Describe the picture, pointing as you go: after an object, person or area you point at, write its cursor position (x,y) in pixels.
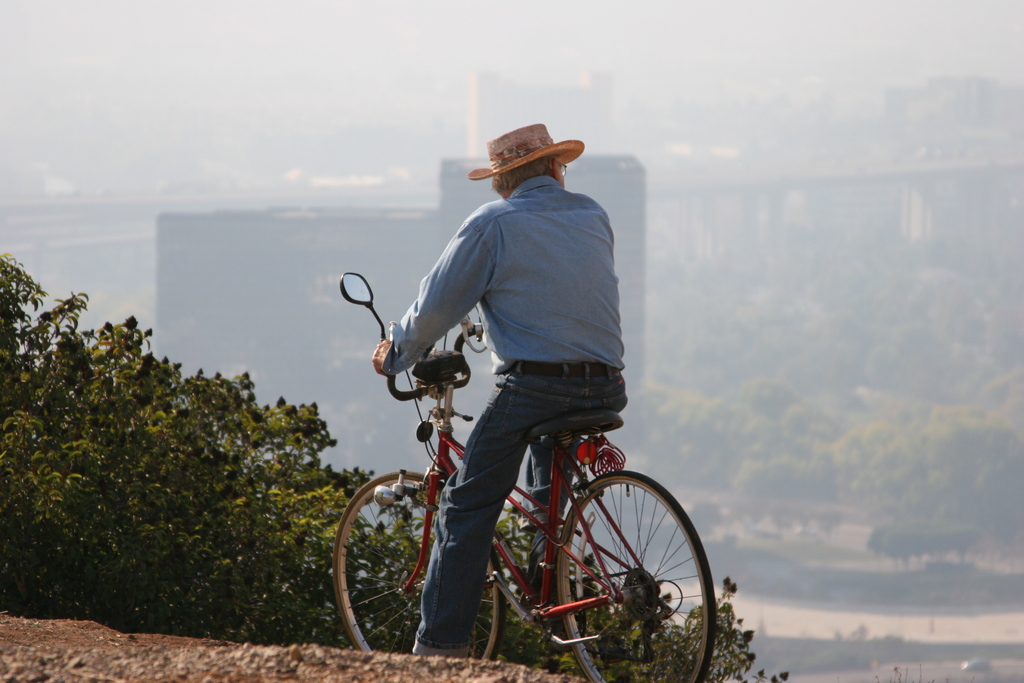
In the picture we can see a man (568,410) is sitting on the bicycle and in the background (794,450) we can see a plants (165,577), trees (821,448), buildings (290,247), sky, and a man (456,514) is wearing a hat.
